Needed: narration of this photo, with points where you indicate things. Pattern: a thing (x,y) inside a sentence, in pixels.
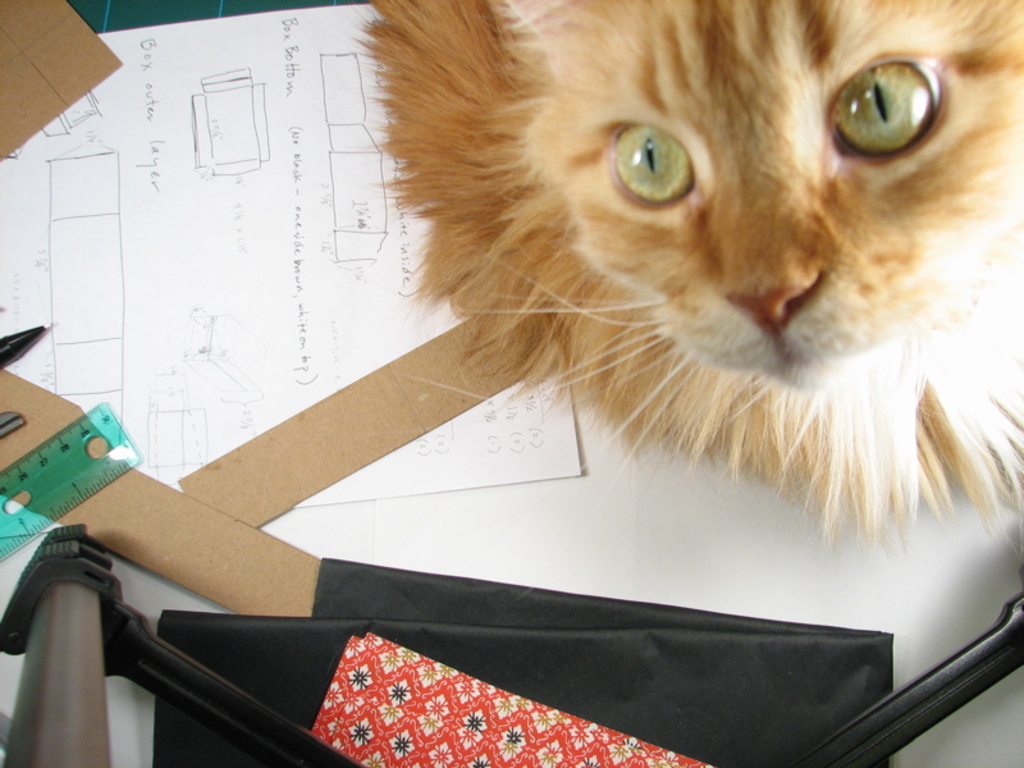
In this image we can see a cat (717,316), plastic and wooden scale (92,485), black color sheet (663,629), paper (273,380) and one red color paper (433,714). At the left bottom of the image (49,599) we can see one black color stand like thing (47,681).
